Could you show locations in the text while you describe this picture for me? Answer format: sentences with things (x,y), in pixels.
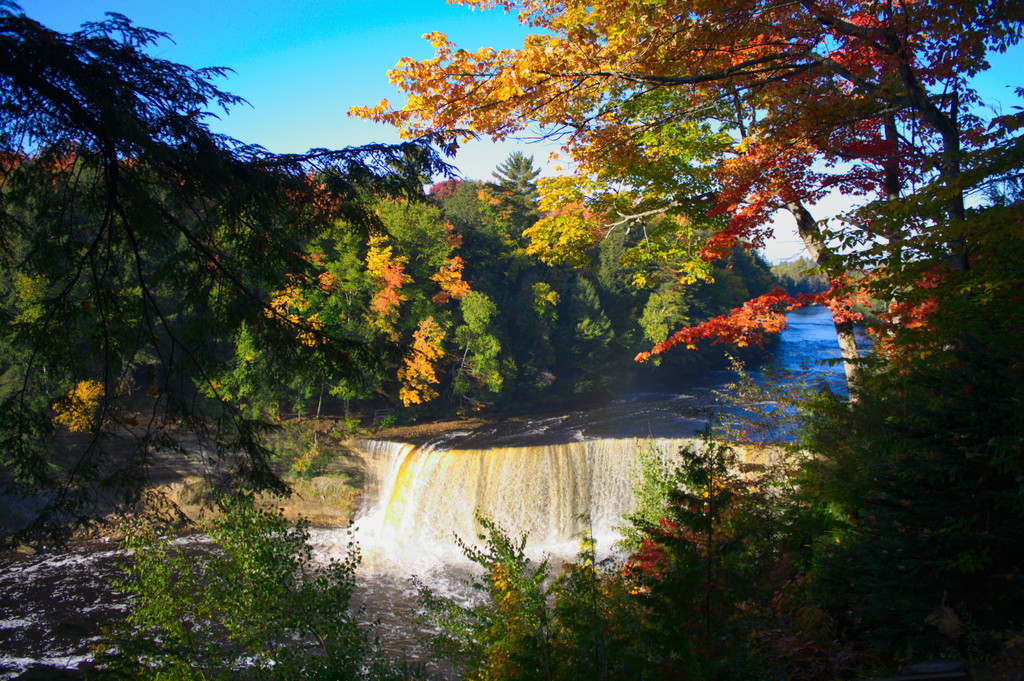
In this image I see the trees (431,407), water (525,511) and the clear sky (241,26) which is of blue and white in color.
